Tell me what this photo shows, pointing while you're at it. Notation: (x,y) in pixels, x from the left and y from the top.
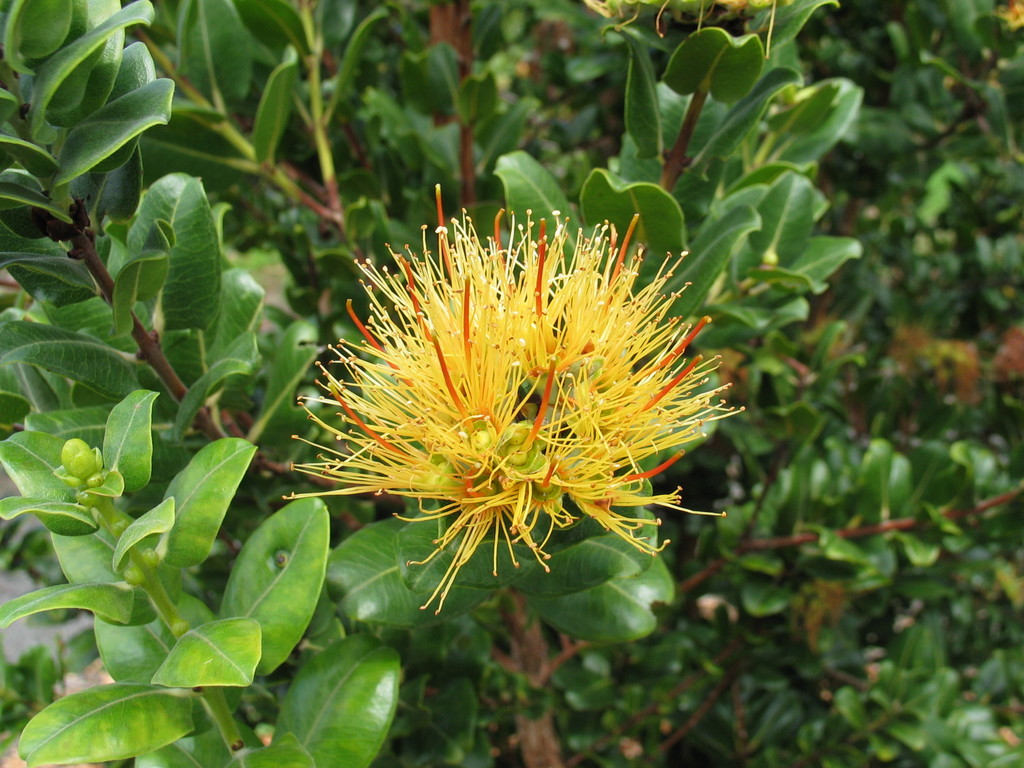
In this picture there is a flower (429,446) which is in yellow color and there are few green leaves (171,182) and plants (923,316) on either sides of it.
